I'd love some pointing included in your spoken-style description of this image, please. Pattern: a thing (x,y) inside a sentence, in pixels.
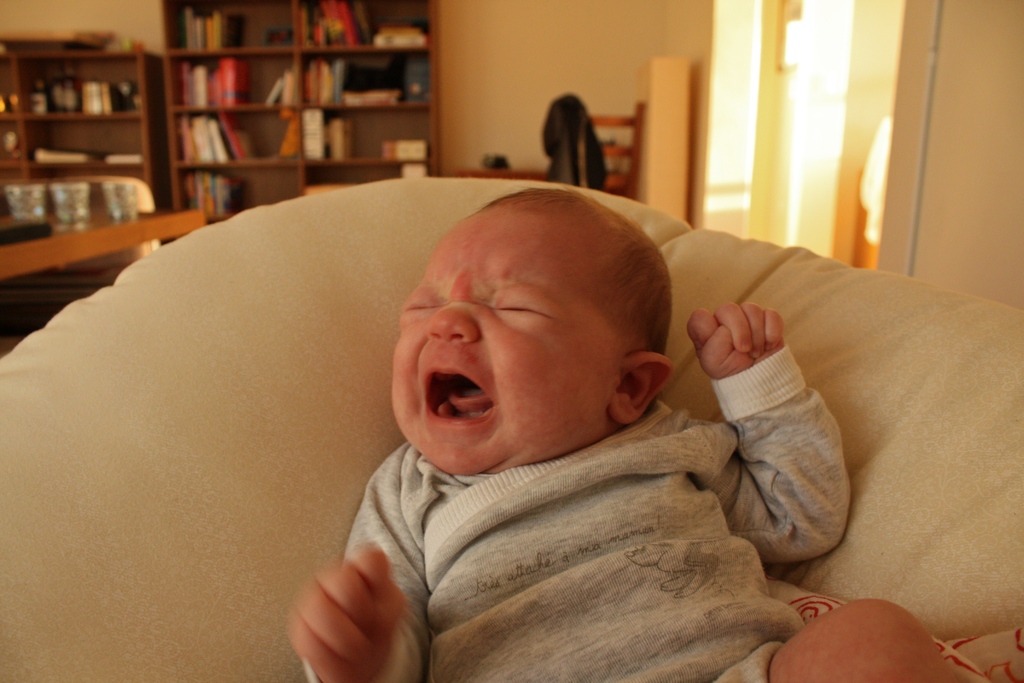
In this image we can see a baby (536,433) crying and lying on a sofa (334,307). In the back (431,96) there are cupboards (148,82). Inside the cupboard (112,115) there are books (215,146). Also there is a table (101,244) with some items (80,199). And we can see a chair (616,121) in the background (616,121).
